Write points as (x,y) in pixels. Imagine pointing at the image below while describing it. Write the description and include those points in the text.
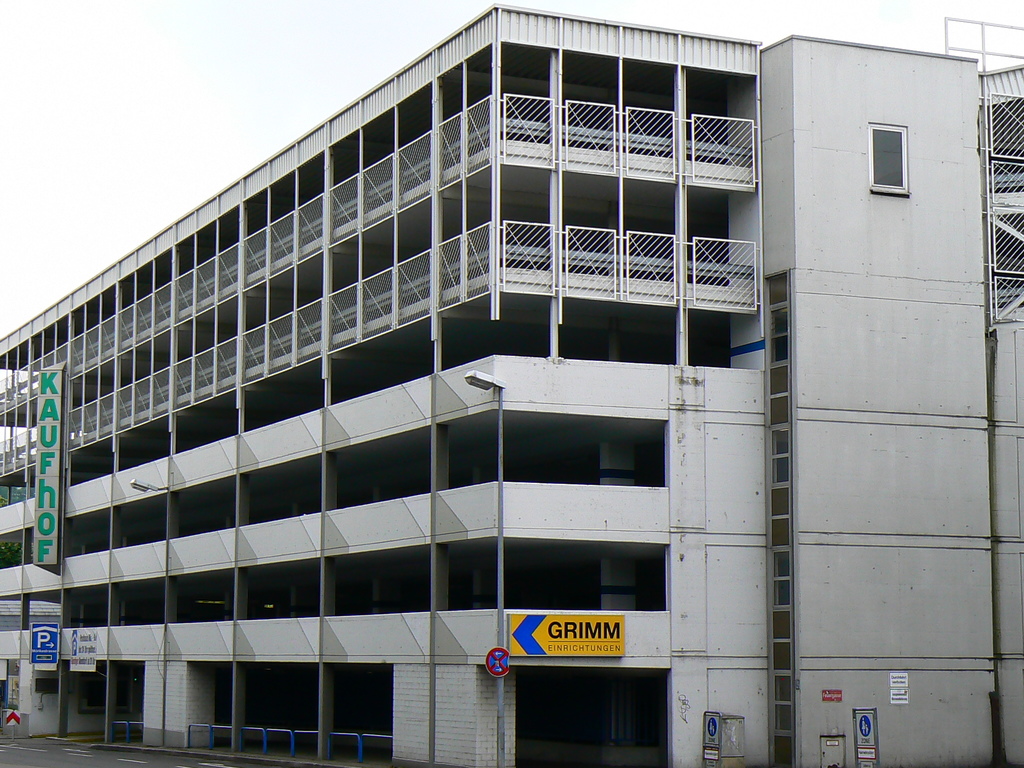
In this image we can see a building (418,314), iron grills (313,326), barrier poles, sign boards (510,663), advertising boards (514,643), trees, sky (141,179) and street lights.
